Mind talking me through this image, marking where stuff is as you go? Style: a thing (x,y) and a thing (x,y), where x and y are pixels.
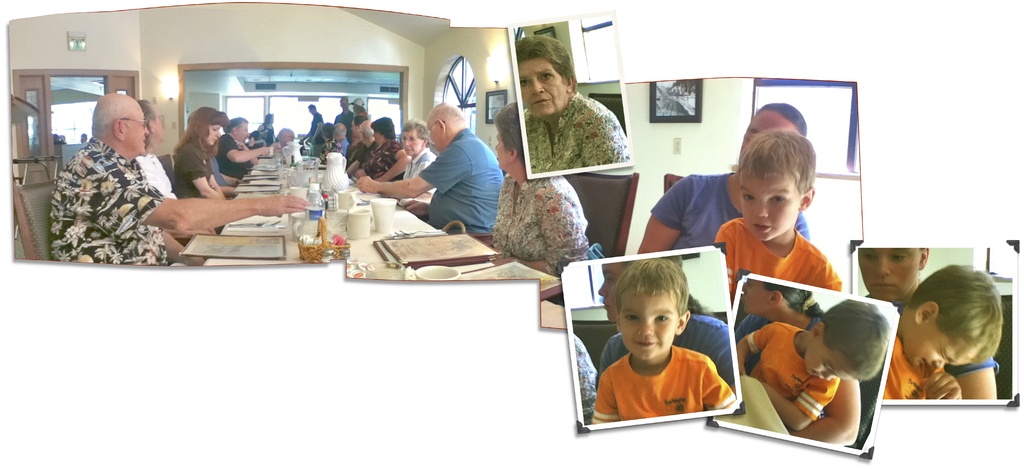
This picture is a collage of many photos. The photo at the right corner (733,167) there is a boy (664,323) sitting on a woman (689,328) and giving different expressions like smiling, crying and looking down. Behind them there is a picture frame (674,122). In the photo at the left corner (59,224) there are many people (127,187) sitting on chairs (615,207) at the dining table (296,260). On the table (374,251) there are many books (422,253), baskets (312,252), glasses (380,219), water bottles (318,205) and water mugs (366,213). In the background (266,41) there is wall (239,48), window (298,102) and lamps (166,88).
